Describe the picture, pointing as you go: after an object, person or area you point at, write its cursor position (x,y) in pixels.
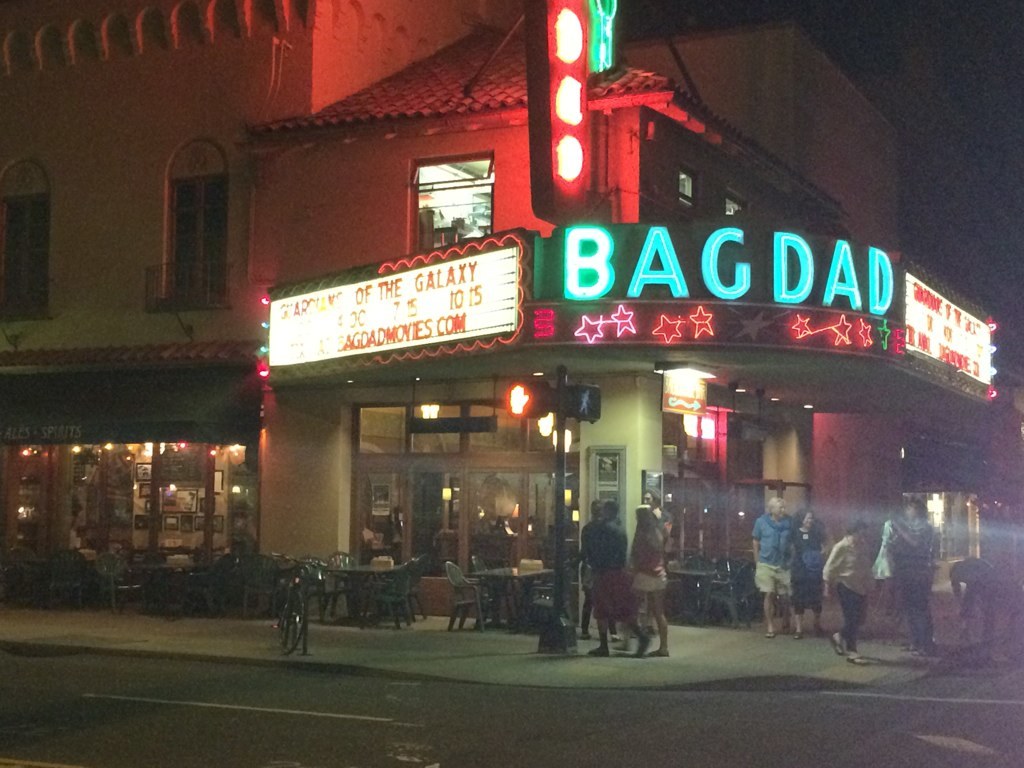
In this image I can see few persons (974,591) walking. I can also see a traffic signal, few chairs (410,584) and tables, background (36,455) I can see few stalls (36,386), buildings (398,155) and I can also see few boards (281,349) attached to the buildings (354,246).
